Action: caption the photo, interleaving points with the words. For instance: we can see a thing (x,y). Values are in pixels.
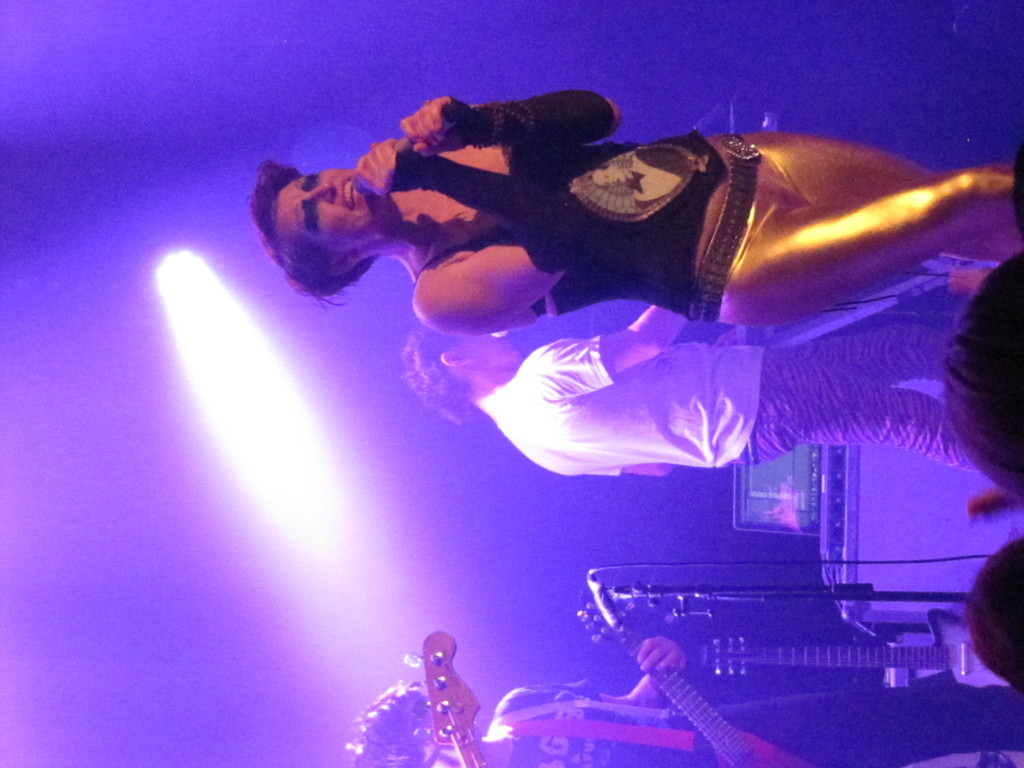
In this image we can see some people (583,425) standing on the stage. In that a man (513,289) is holding a mic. On the left side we can see a man (674,729) holding a guitar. We can also see a mike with a stand (707,614) and dome lights (300,452).
